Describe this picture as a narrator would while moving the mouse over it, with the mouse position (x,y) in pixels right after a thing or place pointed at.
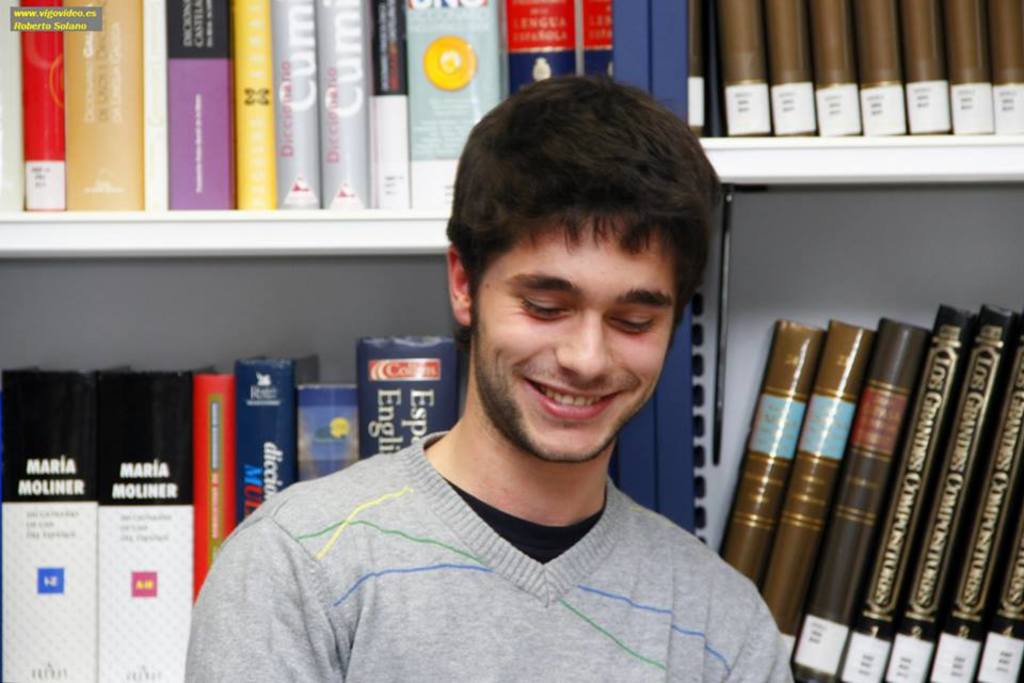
In the center of the picture (499,422) we can see a man (618,532) wearing a t-shirt (606,610) and smiling. In the background (784,182) we can see the cabinets (886,143) containing many number of books (185,376) and we can see the text (305,57) on the books (407,424). In the top left corner (68,18) we can see the text (56,22) on the image.
